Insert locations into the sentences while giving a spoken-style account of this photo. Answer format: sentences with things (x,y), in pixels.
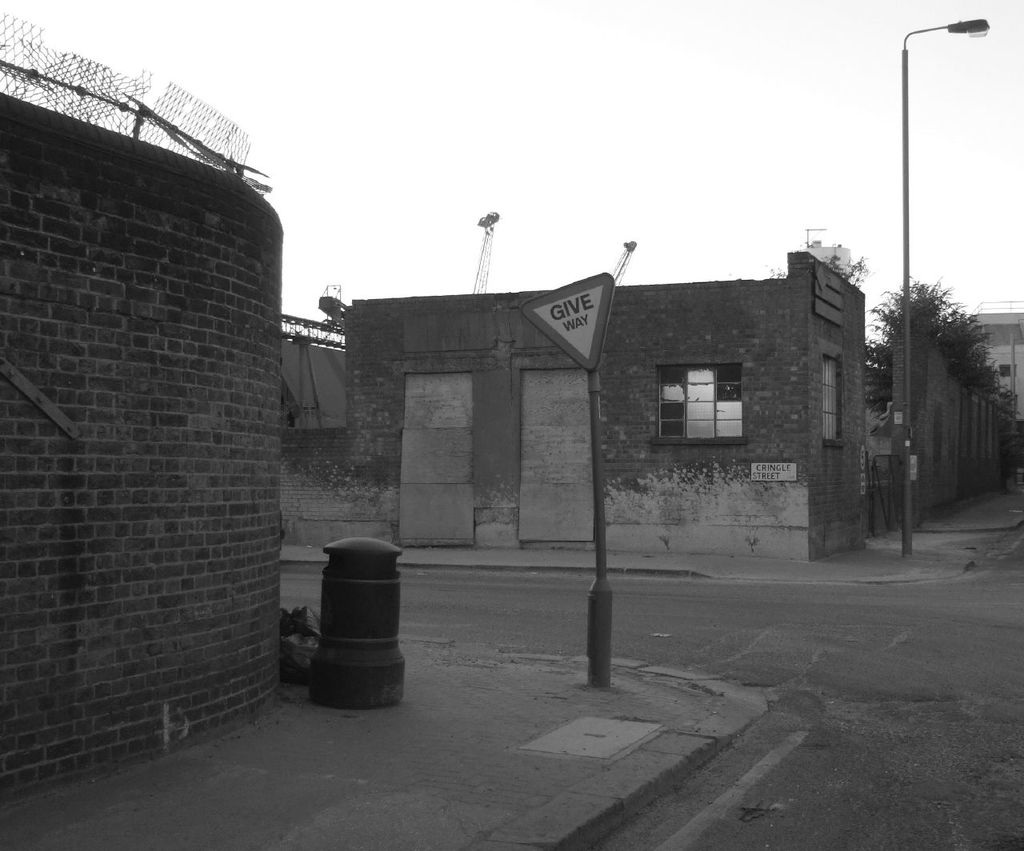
In this picture we can see the road (701,598), poles (598,578), buildings (630,402) with windows (702,414), trees (953,338) and in the background (639,142) we can see the sky (650,184).
